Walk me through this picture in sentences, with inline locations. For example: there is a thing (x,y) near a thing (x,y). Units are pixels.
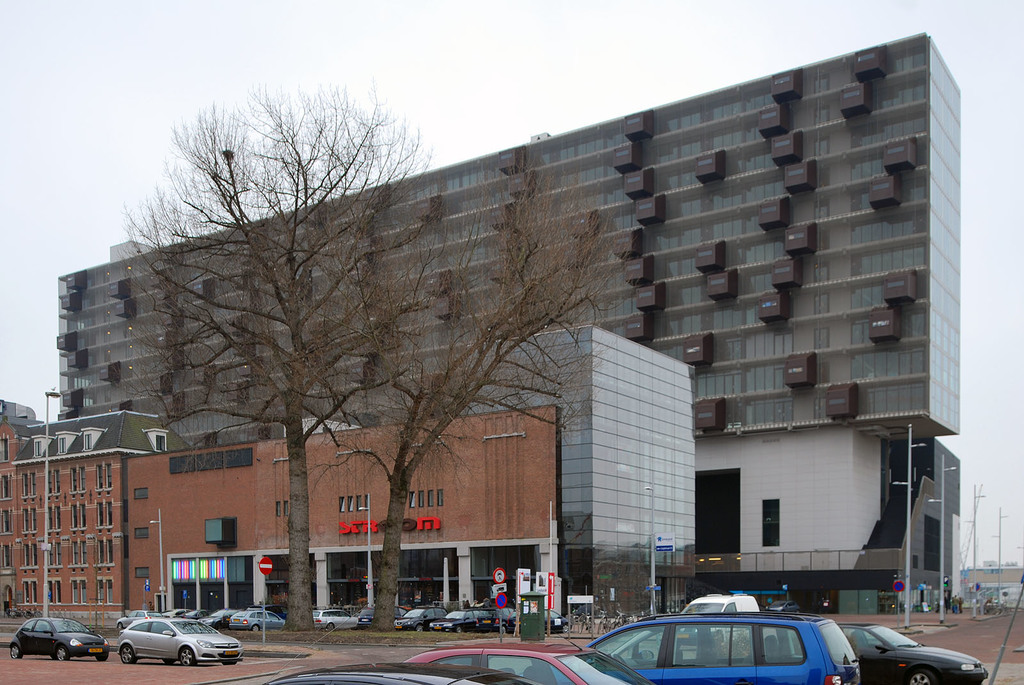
There are vehicles (313,678) in different colors on the road (272,675). In the background (58,491), there are poles (160,587), trees (474,317), vehicles (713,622) parked, buildings (729,364) and there are clouds (228,59) in the sky (592,39).
